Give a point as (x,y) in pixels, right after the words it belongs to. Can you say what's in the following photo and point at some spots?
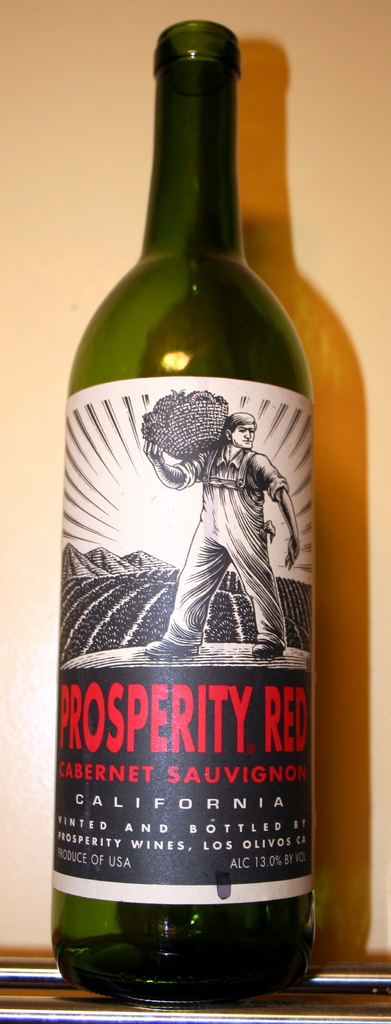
This is a picture of a wine bottle (190,389), on the wine bottle (170,390) there is a sticker (97,775) of a man (200,468) holding the basket (179,431). Background of the bottle (135,295) is a wall (56,201).
